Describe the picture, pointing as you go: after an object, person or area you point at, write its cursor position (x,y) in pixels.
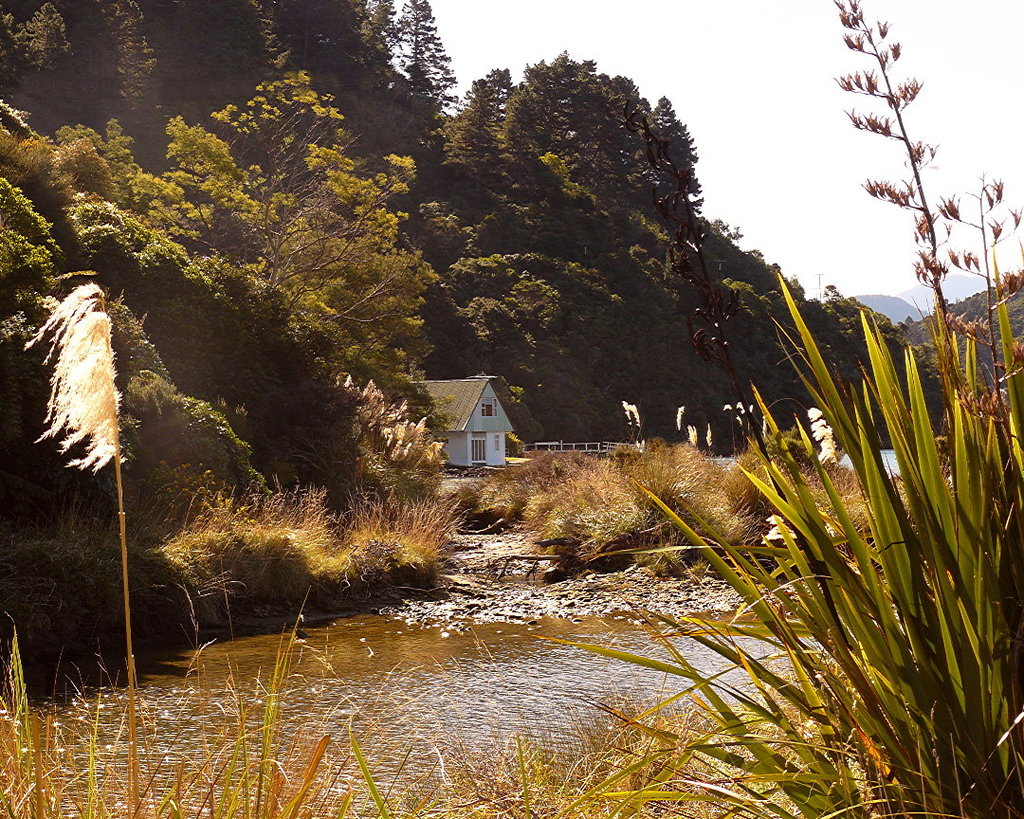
In this image I can see the water (443,677). I can see the grass (494,752). In the background (272,320), I can see the trees (511,405), a house (465,440) and the sky (758,147).
